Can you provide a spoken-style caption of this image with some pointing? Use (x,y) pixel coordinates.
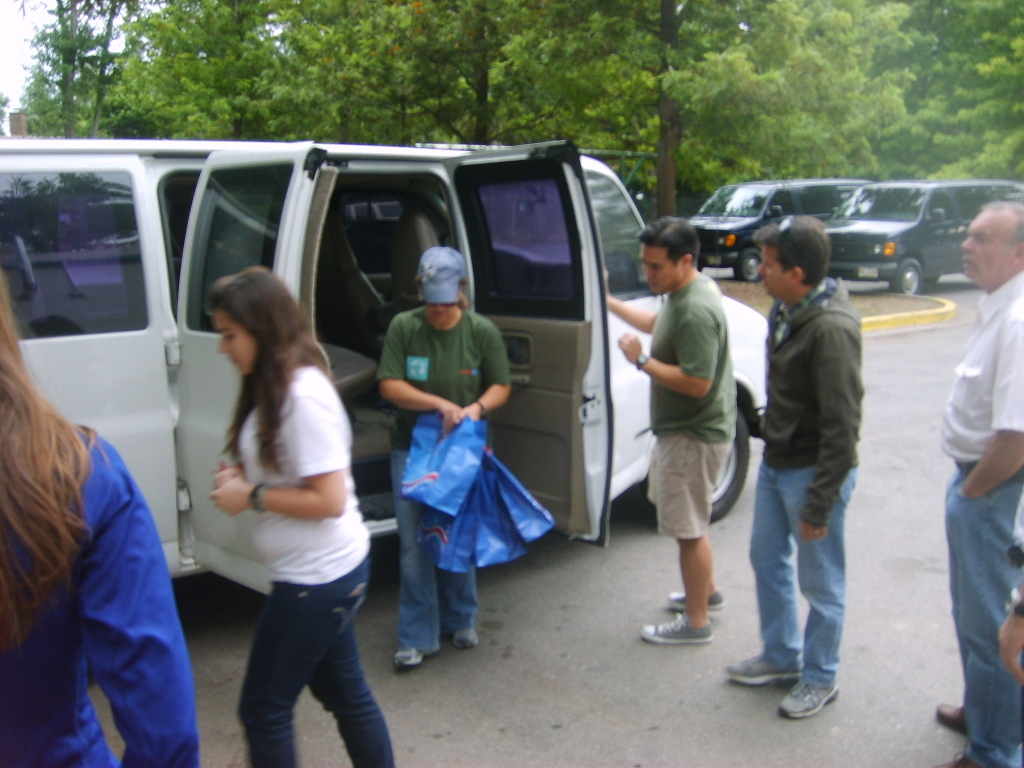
This is an outside view. Here I can see few people (994,484) are standing on the road (578,572). One person (443,314) is holding few bags (458,488) in the hands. One woman (336,482) is walking towards the left side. Here I can see a vehicle (215,245) and its doors (238,237) are opened. In the background (790,207) there are two more vehicles (844,221) on the road (914,337). In the background (655,58) there are many trees (579,102).
